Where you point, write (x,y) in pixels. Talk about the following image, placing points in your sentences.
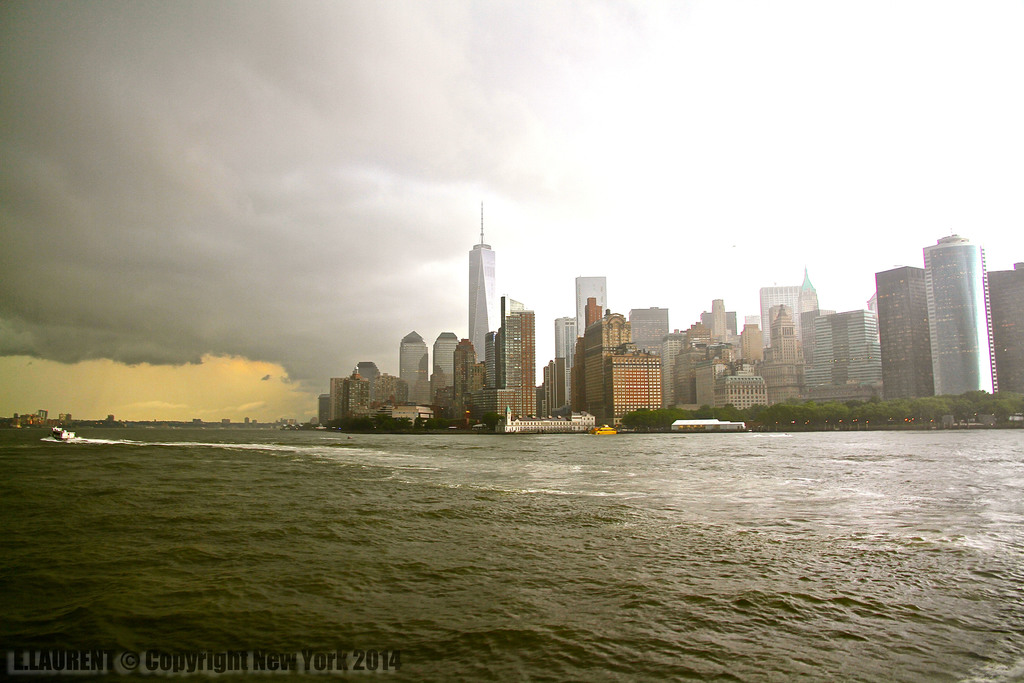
In this image there is some water (420,523) at the bottom (550,557). In the middle (611,373) there are so many tall buildings (621,376) one beside the other. At the top (507,83) there is the sky (465,90). On the left side (56,440) there is a boat (74,433) in the water (109,494).
